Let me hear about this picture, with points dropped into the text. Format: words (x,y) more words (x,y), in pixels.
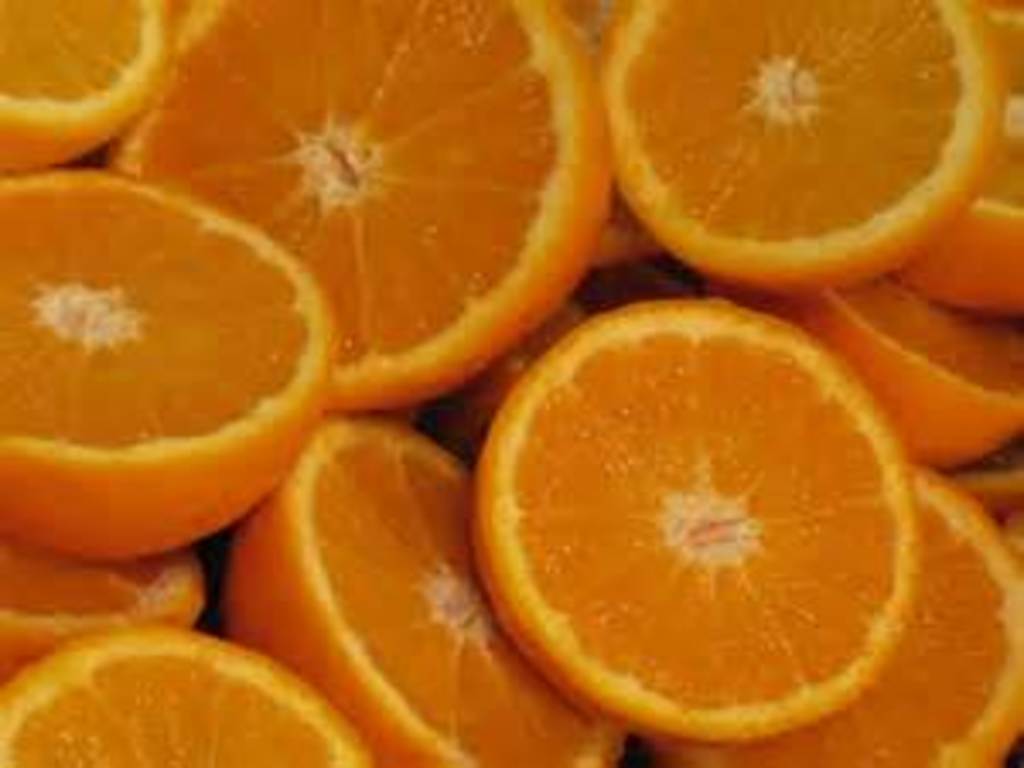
In this image we can see a group of sliced oranges (437,299).
